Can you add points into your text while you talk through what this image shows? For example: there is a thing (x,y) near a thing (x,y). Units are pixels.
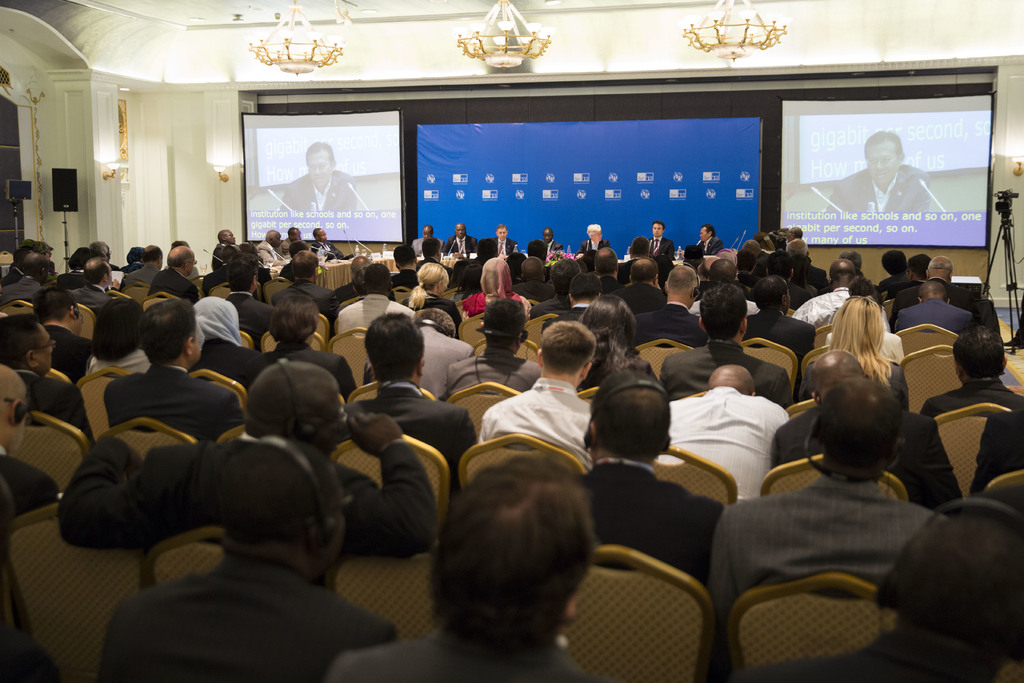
In this image, we can see persons (771,244) wearing clothes (898,281) and sitting on chairs (373,582). There are screens (826,177) in the middle of the image (383,231). There are lights (499,48) at the top of the image (274,41). There is a tripod (1010,277) on the right side of the image (1006,263). There is a speaker (72,197) on the left side of the image (65,189).
